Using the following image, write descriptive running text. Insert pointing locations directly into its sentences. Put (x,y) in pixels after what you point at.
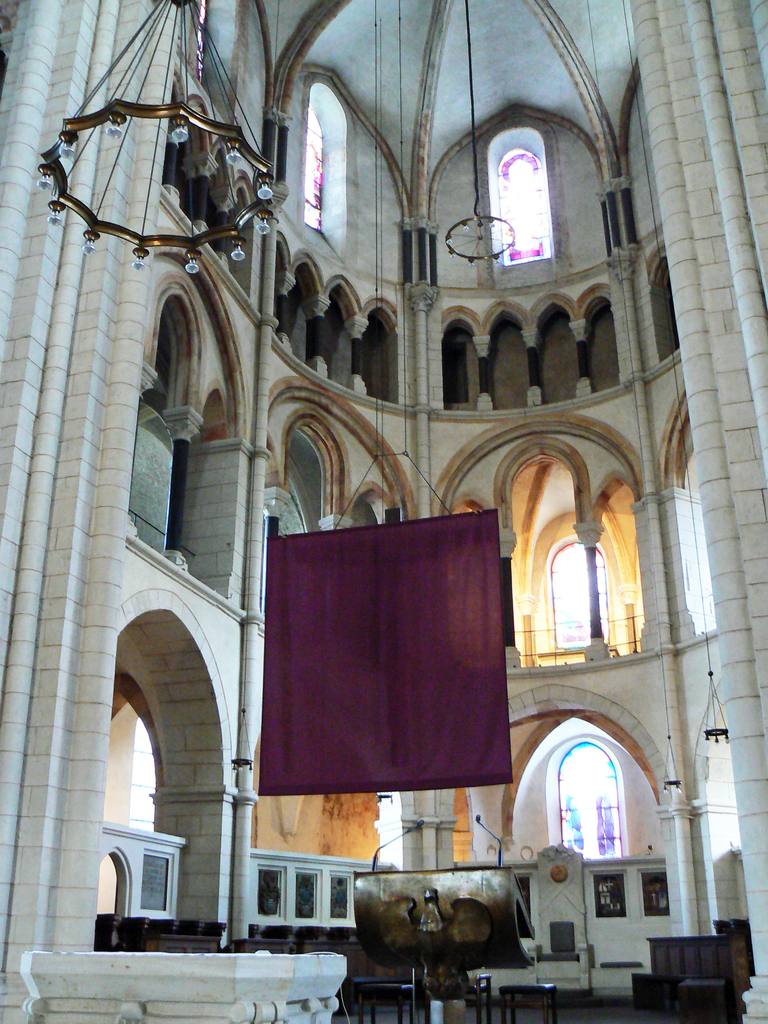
In this image we can see the inner view of a cathedral (350,313) and there is a podium (444,990) with mics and we can see some chairs (381,985). We can see the walls (482,326) and glass windows (591,812) and there are some lights (449,247) at the top of the image (186,7).
